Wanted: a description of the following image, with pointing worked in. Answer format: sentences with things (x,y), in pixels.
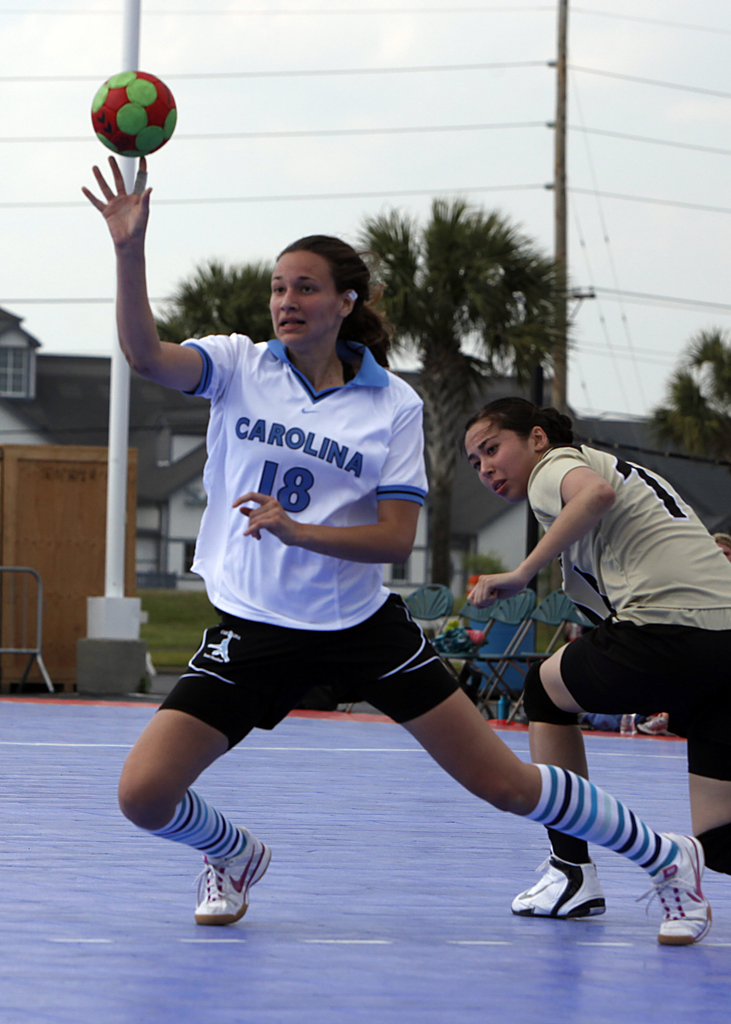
In this image in the center (346,495) there are persons (523,586) playing a game. In the front (139,129) there is a ball (139,129). In the background (190,401) there are trees (439,299), buildings (181,405), poles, wire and there is grass (175,638) on the ground (194,646) and the sky (323,121) is cloudy.
